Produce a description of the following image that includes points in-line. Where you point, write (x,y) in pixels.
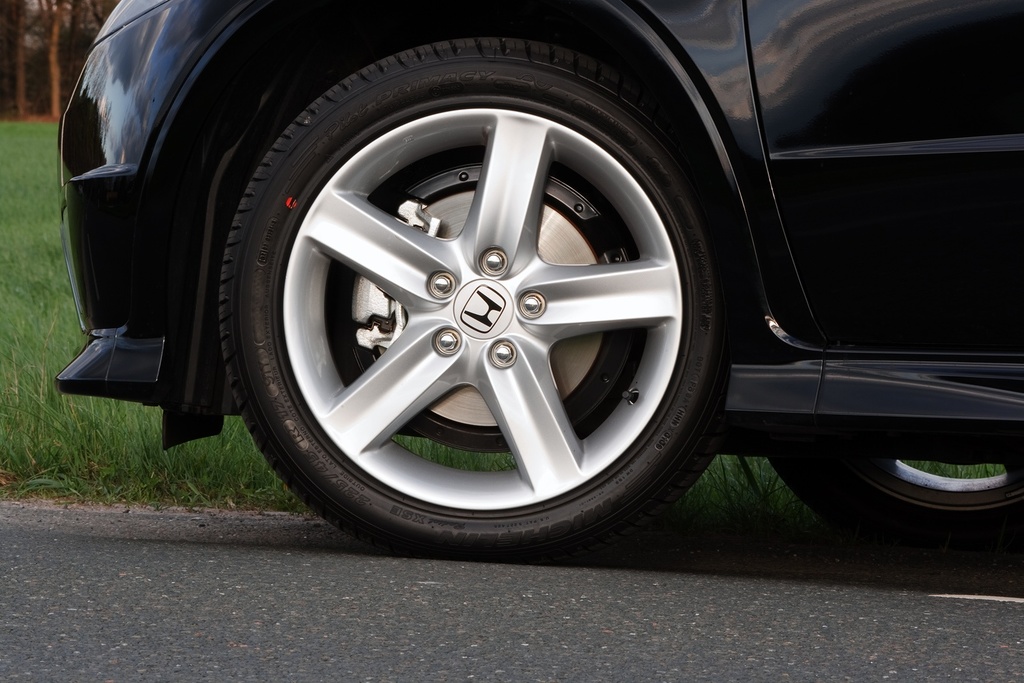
In the center of the image (425,409) we can see one vehicle (481,548) on the road (400,632). Beside the vehicle (445,374), we can see the grass (59,300). In the background (28,325), we can see it is blurred.
